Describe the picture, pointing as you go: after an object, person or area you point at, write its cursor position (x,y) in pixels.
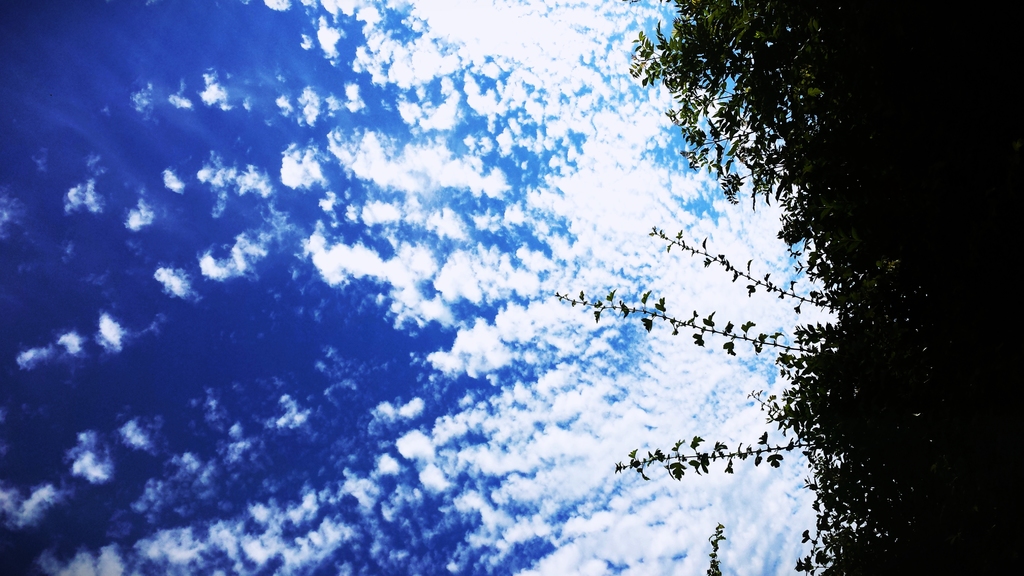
In this image we can see some trees (737,147) and the sky (384,276) with clouds (379,263).
